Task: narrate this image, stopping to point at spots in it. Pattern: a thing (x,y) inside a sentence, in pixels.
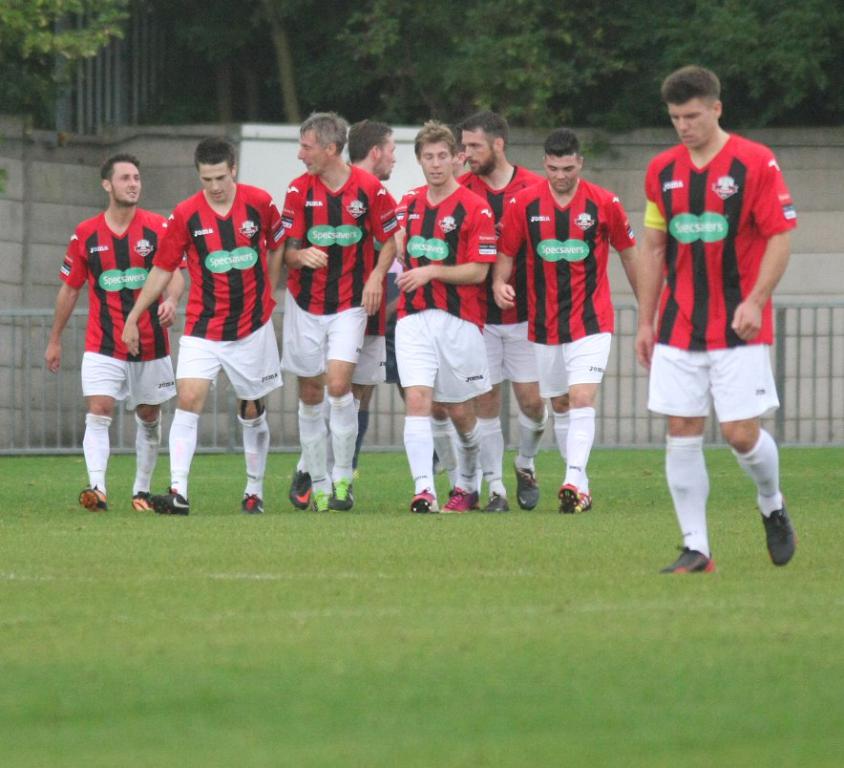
In this picture there are men (495,237) walking on the grass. In the background of the image (49,297) we can see wall (39,300), fence (4,311) and trees (301,102).
